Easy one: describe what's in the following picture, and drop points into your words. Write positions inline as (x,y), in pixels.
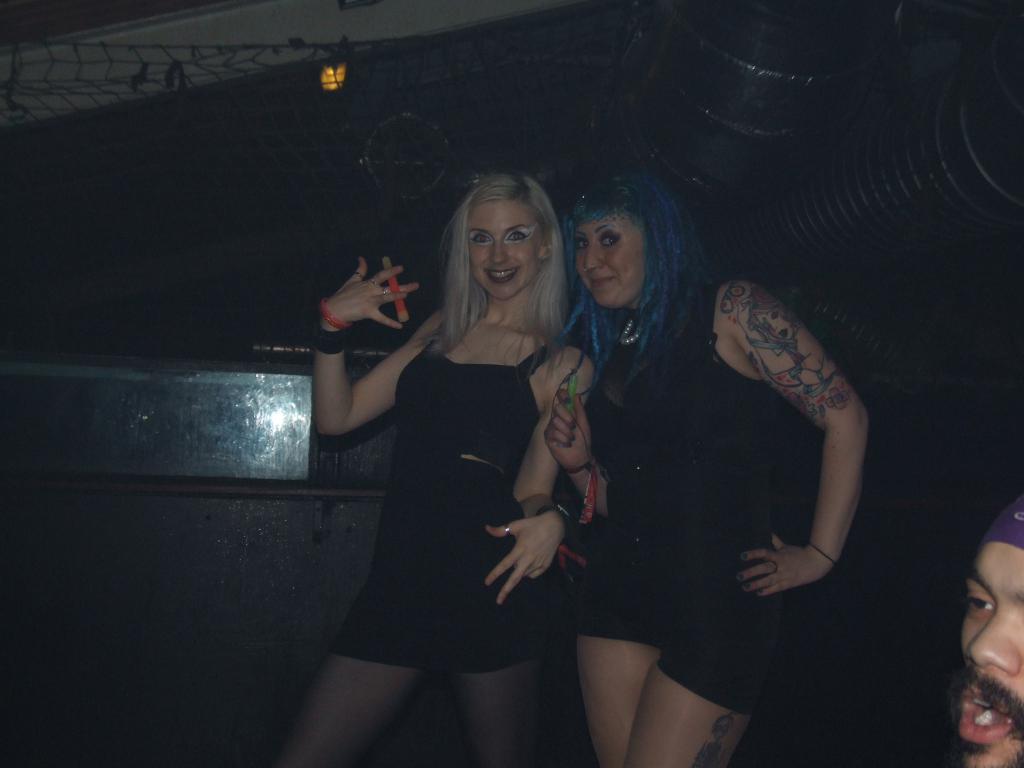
On the right side of the image (982,757) there is a person (1018,544). Behind him there are two people (488,459) wearing a smile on their faces (537,235) and they are holding some objects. Behind them there is a net (327,174). There is a light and there are a few objects (380,183).
